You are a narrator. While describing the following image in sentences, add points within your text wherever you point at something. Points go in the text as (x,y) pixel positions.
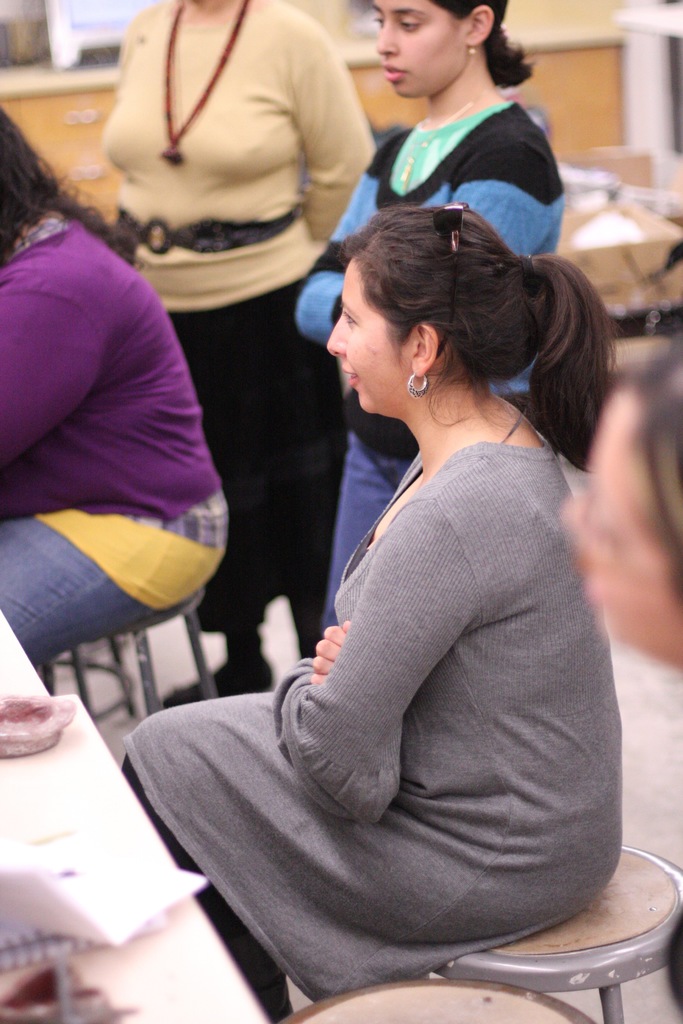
In this picture we can see a woman (382,783) wearing a grey dress (481,665) and sitting on the small stool (578,943). Behind we can see two women (218,155) are standing. In the background (4,108) we can see a wooden partition board (32,122).
